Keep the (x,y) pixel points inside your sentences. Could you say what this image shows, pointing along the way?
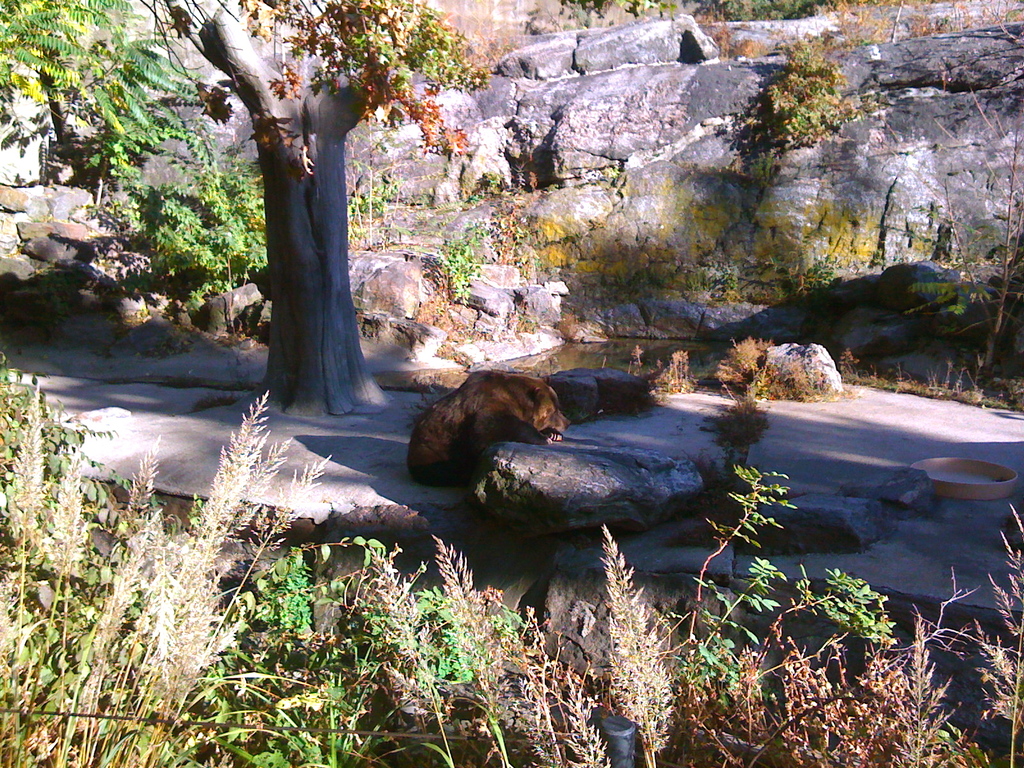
In this image we can see one animal (523,442) near the tree (354,367), one small pool (578,354) with water (595,346), one pole (619,734), some rocks (957,82), one bowl (983,475), some trees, plants (1019,294), bushes (779,2) and some grass (143,540).
